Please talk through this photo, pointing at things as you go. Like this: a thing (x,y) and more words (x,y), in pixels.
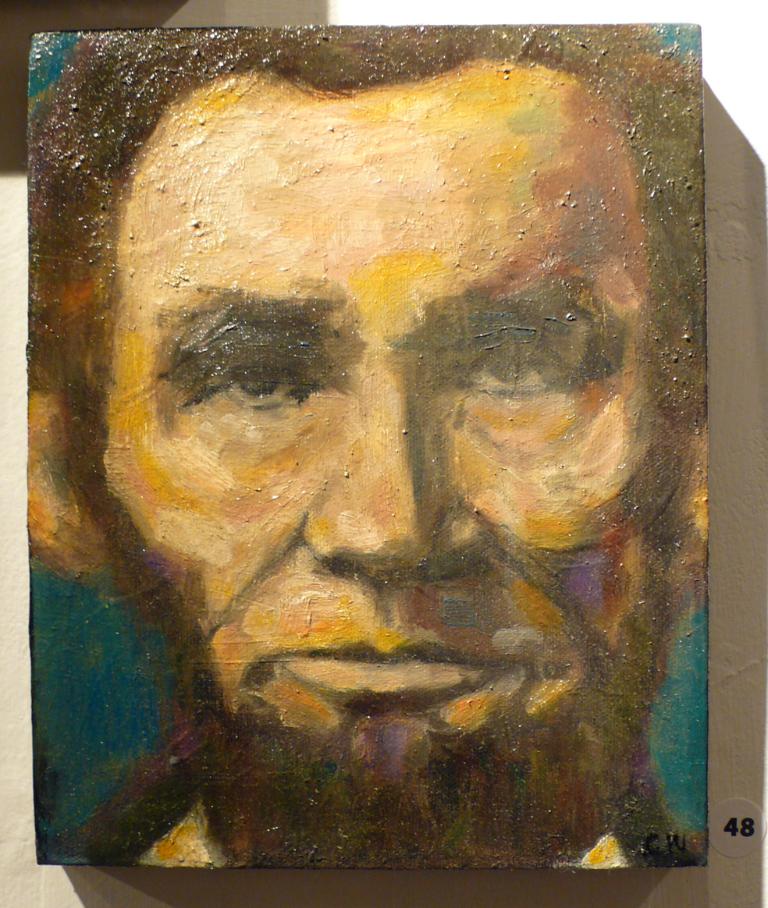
In this image we can see a painting (221,469) of a person (523,685). Here we can see the number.
